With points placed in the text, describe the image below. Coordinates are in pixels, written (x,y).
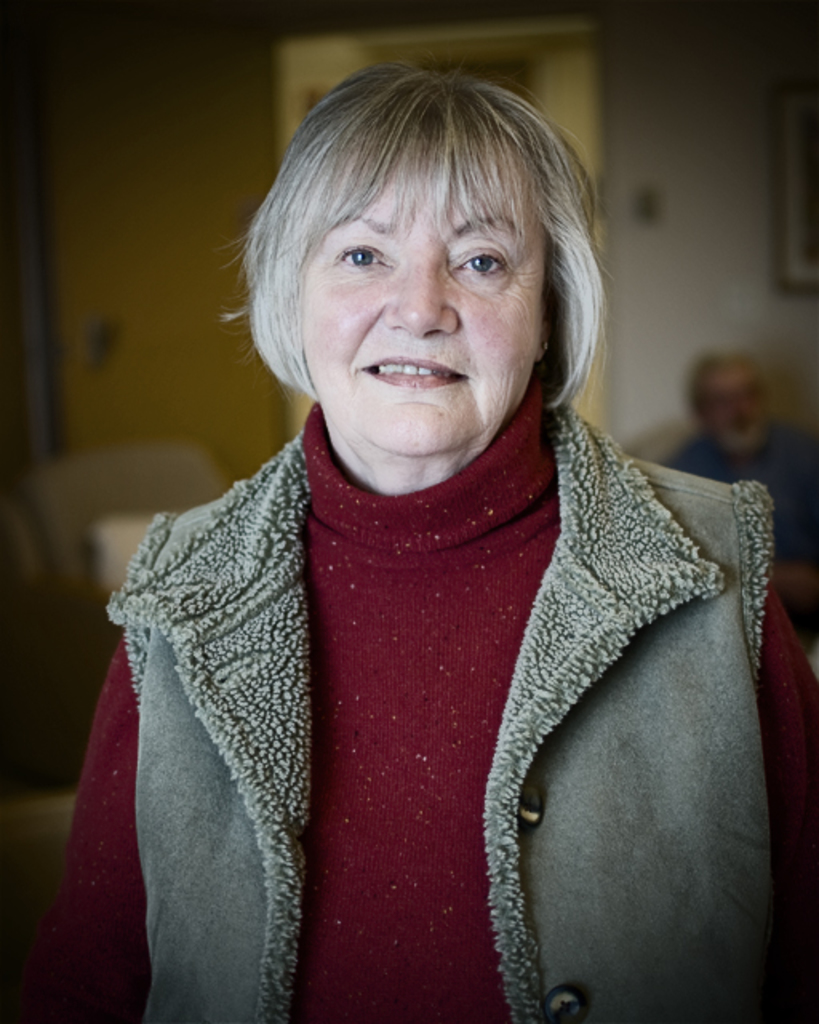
In this image we can see a woman (374,694). On the backside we can see a man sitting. We can also see a door (176,382) and a wall (626,393).
